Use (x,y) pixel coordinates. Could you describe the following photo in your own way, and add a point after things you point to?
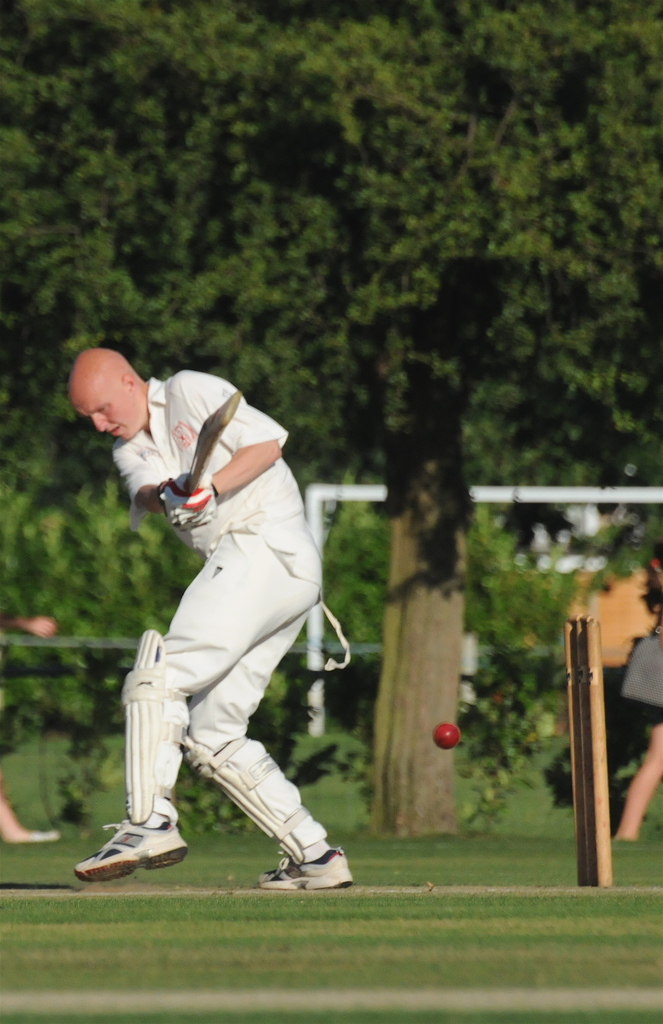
In this image I see a man (252,515) who is wearing white color jersey (187,413) and I see that he is holding a bat (198,475) and I see a red color ball (446,740) over here and I see the wickets (603,876) over here and I see the green grass (273,844). In the background (436,440) I see the goal post (615,500) over here and I see a tree (423,235).
